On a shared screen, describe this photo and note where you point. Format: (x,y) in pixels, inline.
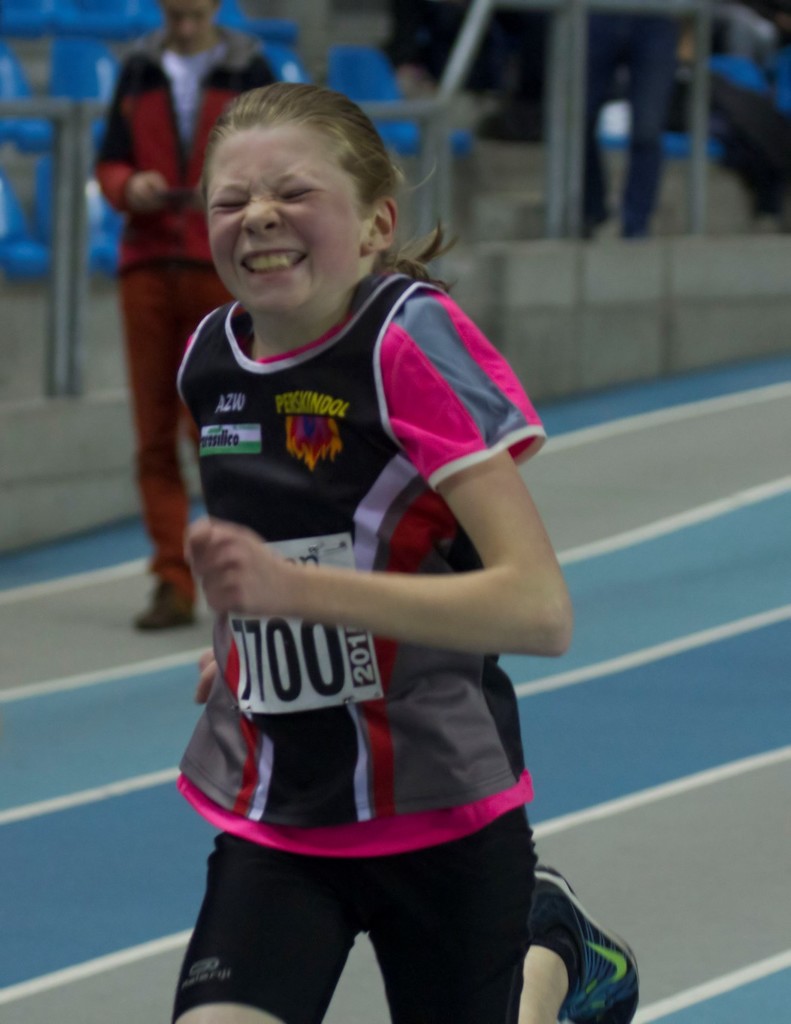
In this image we can see one girl (300,657) running in a race, one man (214,52) standing and holds an object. Backside of the man (118,98) there are so many chairs (63,87), poles (447,136) and objects (499,66).
